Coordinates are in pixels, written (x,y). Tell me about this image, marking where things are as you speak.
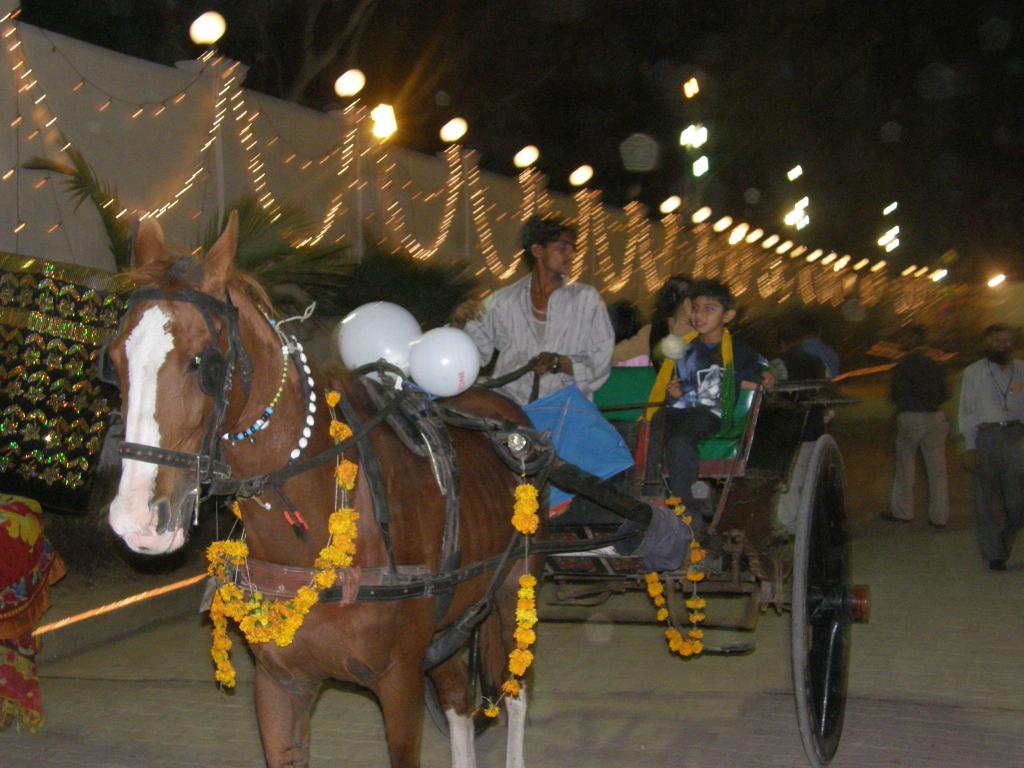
In this image we can see a persons (545,370) who are riding a brown color horse (380,543). On the right side (1002,409) there is a person (1003,414) who is walking on a road (873,537). We can see a lights (214,131) which is connected to the fencing (221,163). On the top (336,60) there is a tree (354,28). There is a white balloons (396,338) on the back (420,399) of the horse (405,378).
